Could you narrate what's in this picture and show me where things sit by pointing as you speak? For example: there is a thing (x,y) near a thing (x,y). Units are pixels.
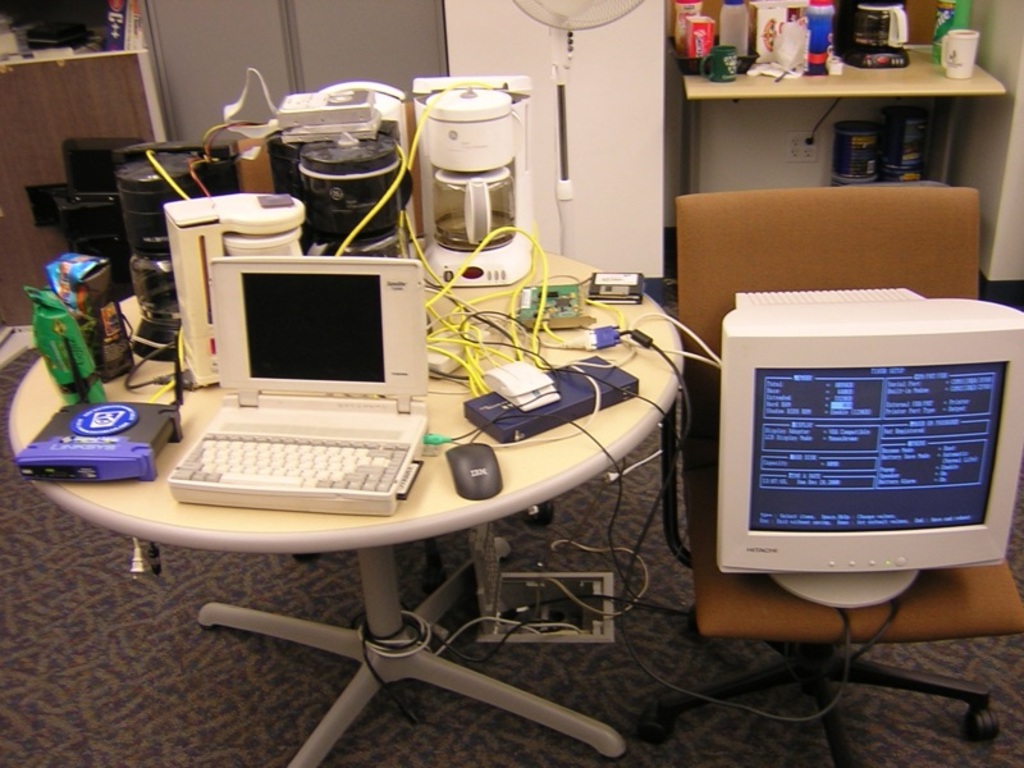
Here on the right (755,503) we can see a monitor (768,507) present on a chair (724,254) and beside that we can see a table (414,507) having laptop (382,391), mouse (473,459) and cable wires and coffee machine (369,195) and lot of other things (112,280) present on it
